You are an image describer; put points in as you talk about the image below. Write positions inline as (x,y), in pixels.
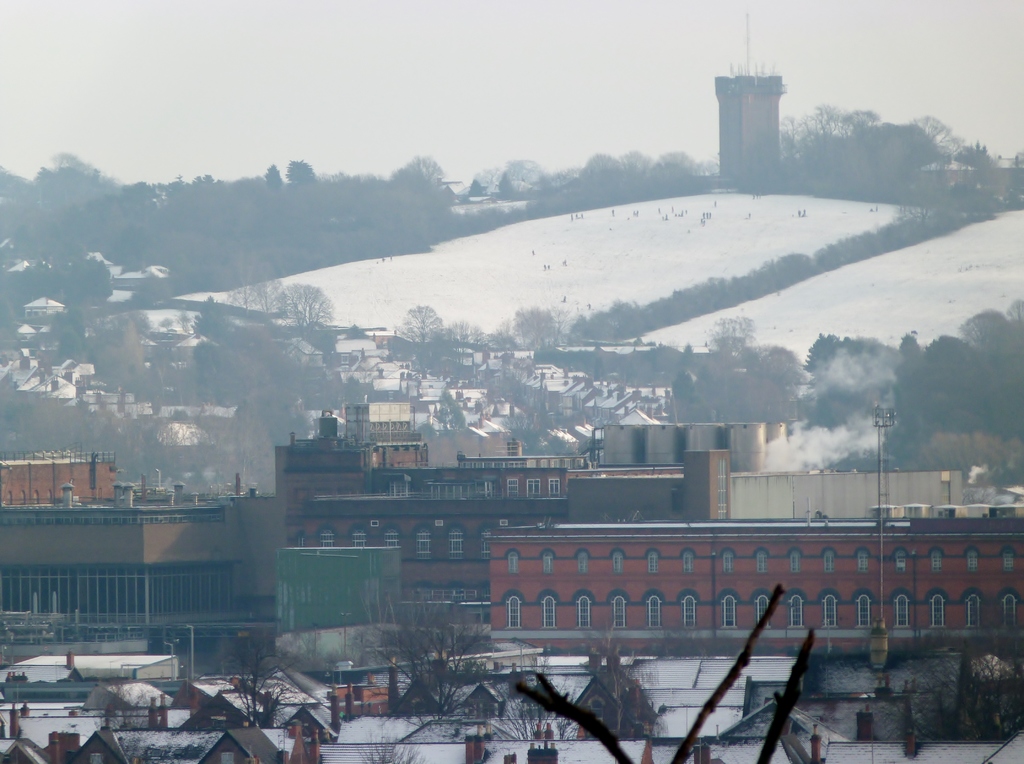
In the center of the image (585,387) there are buildings (585,652) and sheds (837,489). In the background (538,315) there is snow (787,301), trees (899,429), poles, tower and sky (459,62).
